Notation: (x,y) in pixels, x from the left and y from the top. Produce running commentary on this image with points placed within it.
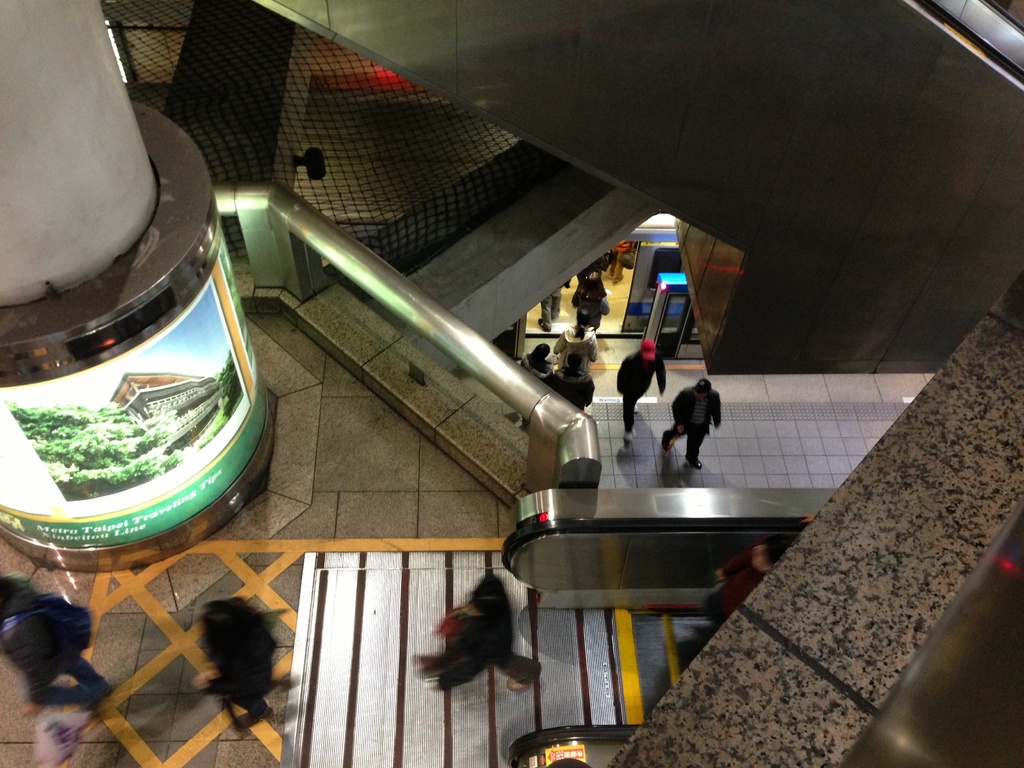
In this image I can see a pillar (81,219) in the top left corner (67,174) with some screen (166,490) with some images (191,401) running. I can see some people (508,642) walking out from an escalator (588,659) at the bottom of the image (489,667) I can see a metal balcony (462,340) adjacent to the escalator (579,538). I can see some people (652,347) on the ground floor (621,351) with some electronic devices (683,297). At the top of the image (572,100) I can see a metal escalator (784,171) or stairs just below that I can see a net (252,123).
